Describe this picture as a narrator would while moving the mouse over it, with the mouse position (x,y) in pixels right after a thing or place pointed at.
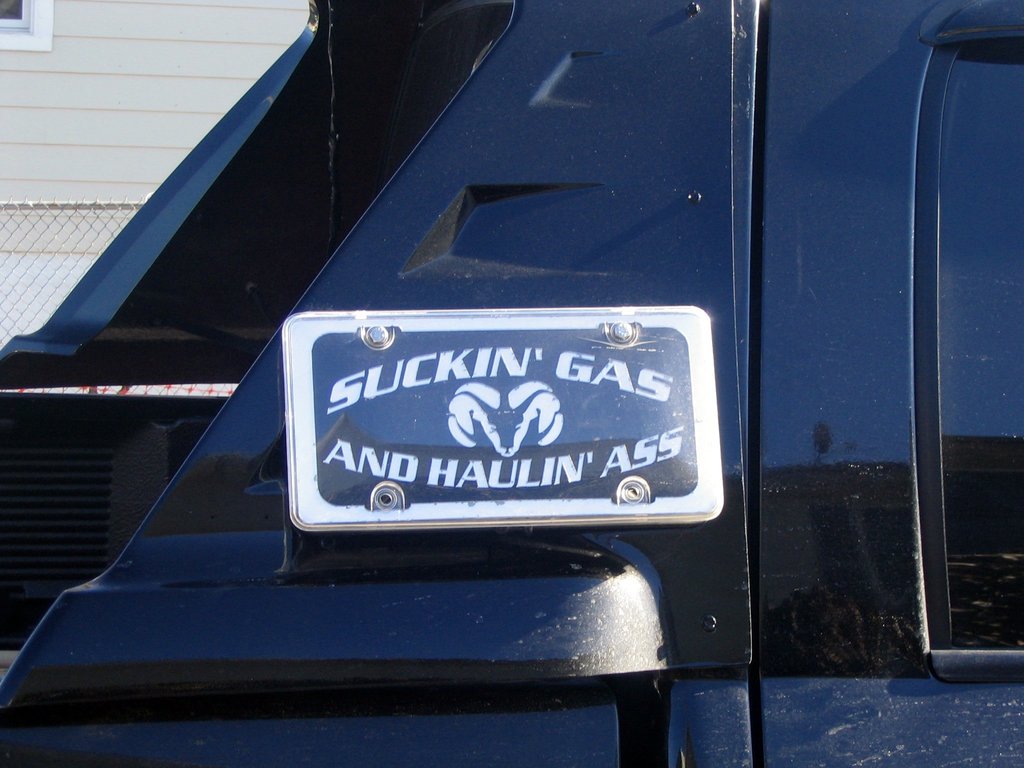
The picture might be of a vehicle (834,182). In the middle (394,421) there is a board (462,404). On the left (34,226) we can see fencing (89,217), wall (105,84) and window (18,21).
